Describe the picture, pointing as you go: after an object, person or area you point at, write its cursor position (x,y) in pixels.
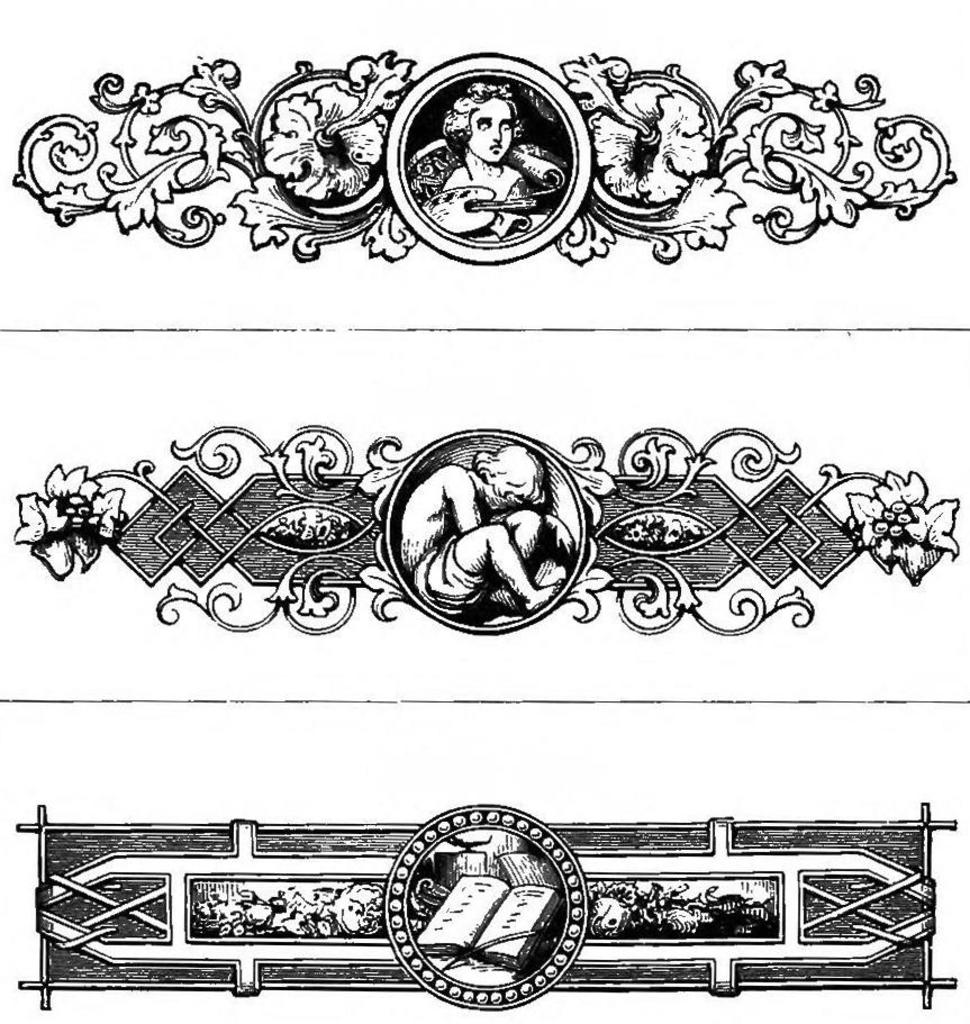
In this picture I can see 3 different types of designs (289,583) and I see that they're of black in color and I see that they're of white and black color.
